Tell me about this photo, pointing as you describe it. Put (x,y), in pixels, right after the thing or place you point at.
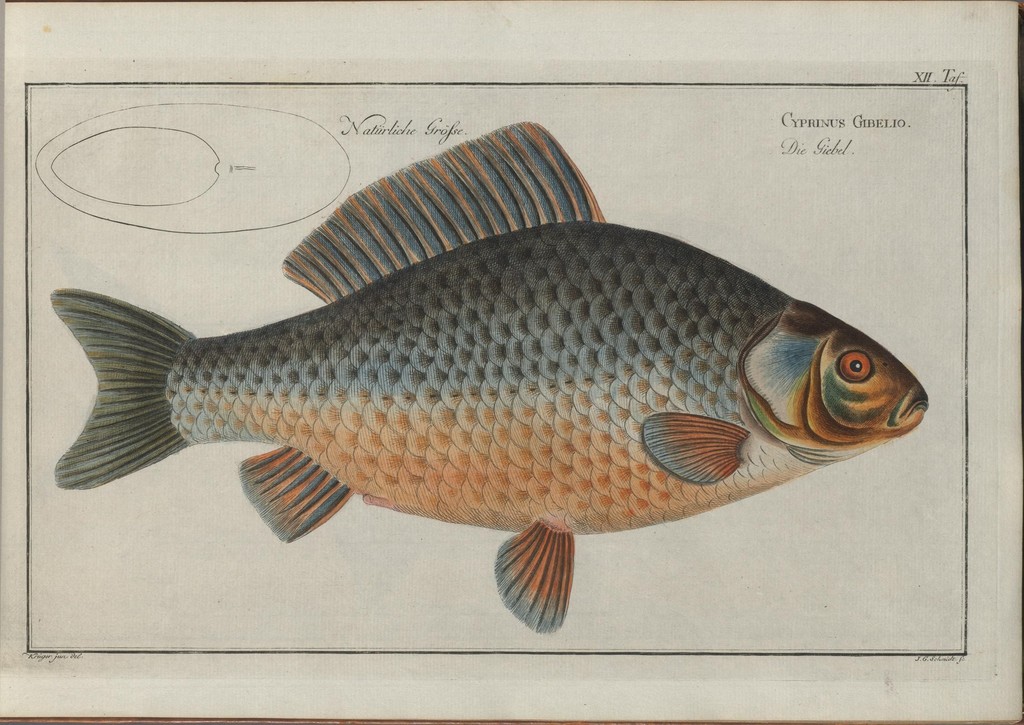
In this image I can see the diagram (410,340) of a fish (475,401) and I see something is written on this paper (735,117).
